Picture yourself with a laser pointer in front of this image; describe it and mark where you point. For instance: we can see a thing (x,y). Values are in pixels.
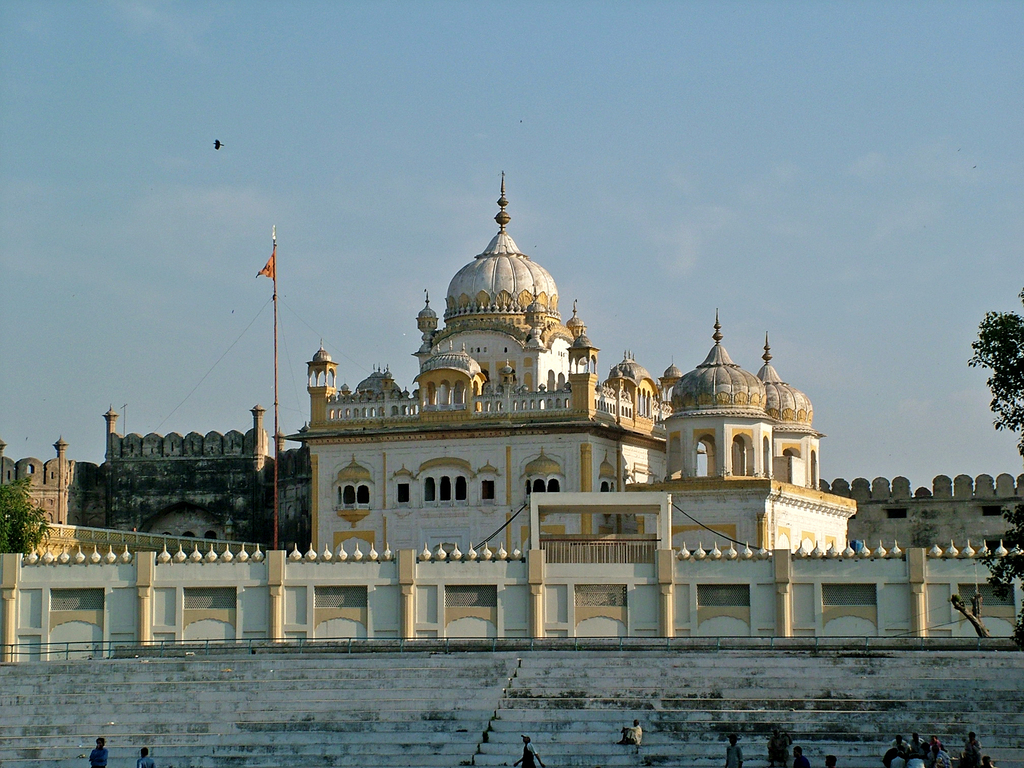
This picture is clicked outside. In the foreground (603,740) we can see the group of persons (919,747) and the stairs (837,667). In the center (348,419) we can see the buildings (517,480) and the domes (730,389) attached to the buildings (475,420) and there is a flag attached to the pole (277,279). In the background (252,179) there is a sky (717,172) and some trees (1000,590).
